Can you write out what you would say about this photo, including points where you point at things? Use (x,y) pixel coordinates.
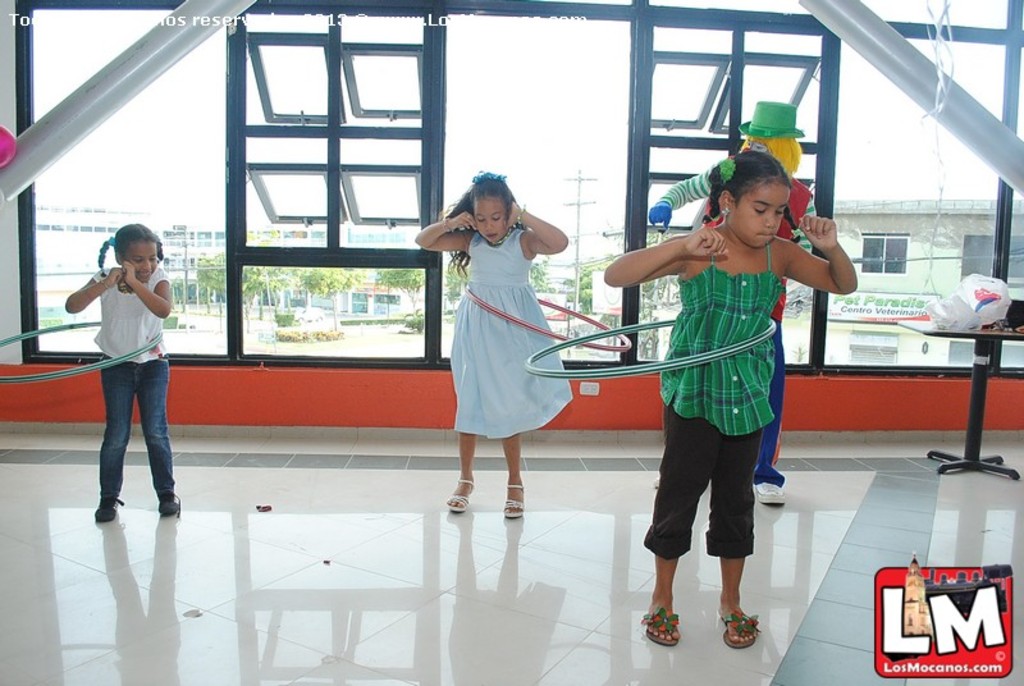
In this image there are group of people (496,335) standing on floor (86,614) doing hula hoop workout along with person (782,472) wearing joker costume (781,473), beside them there is a table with some cover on it, behind them there is a window (920,249) where we can see view of buildings (979,249) and trees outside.
